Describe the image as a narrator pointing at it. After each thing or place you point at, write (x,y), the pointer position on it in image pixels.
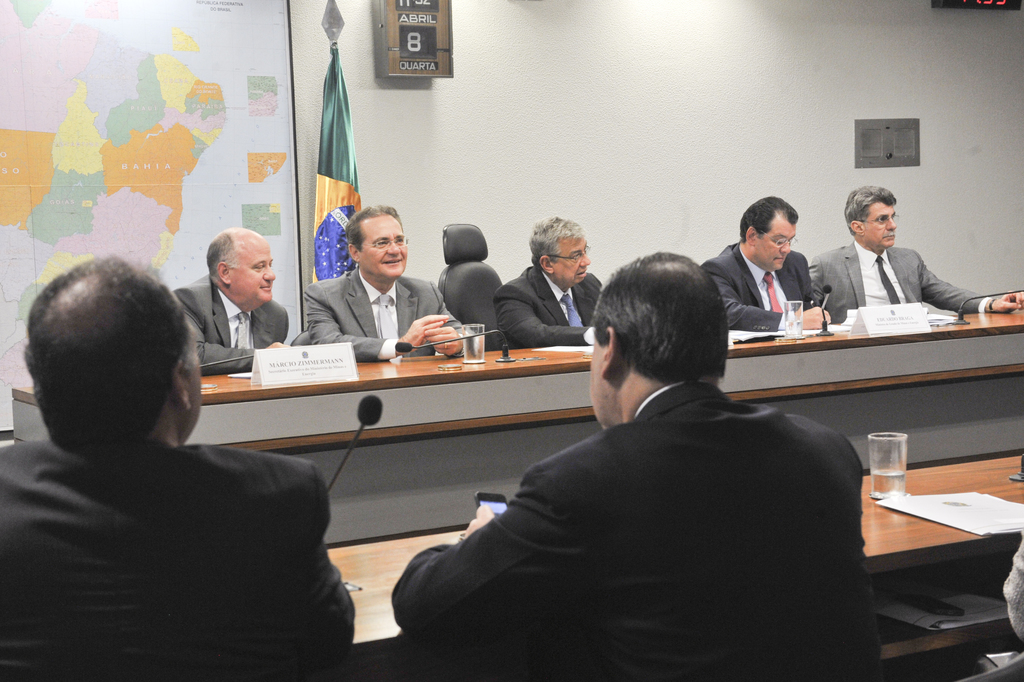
Here there are few men (556,524) sitting on the chairs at the table (489,379) and on the table (502,407) we can see micro phones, water glasses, file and a small name board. In the background (34,163) we can see a map (31,172), calendar board (425,50), an electronic device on the wall (937,80), flag (344,167) and an object (878,151) on the wall (930,27).
